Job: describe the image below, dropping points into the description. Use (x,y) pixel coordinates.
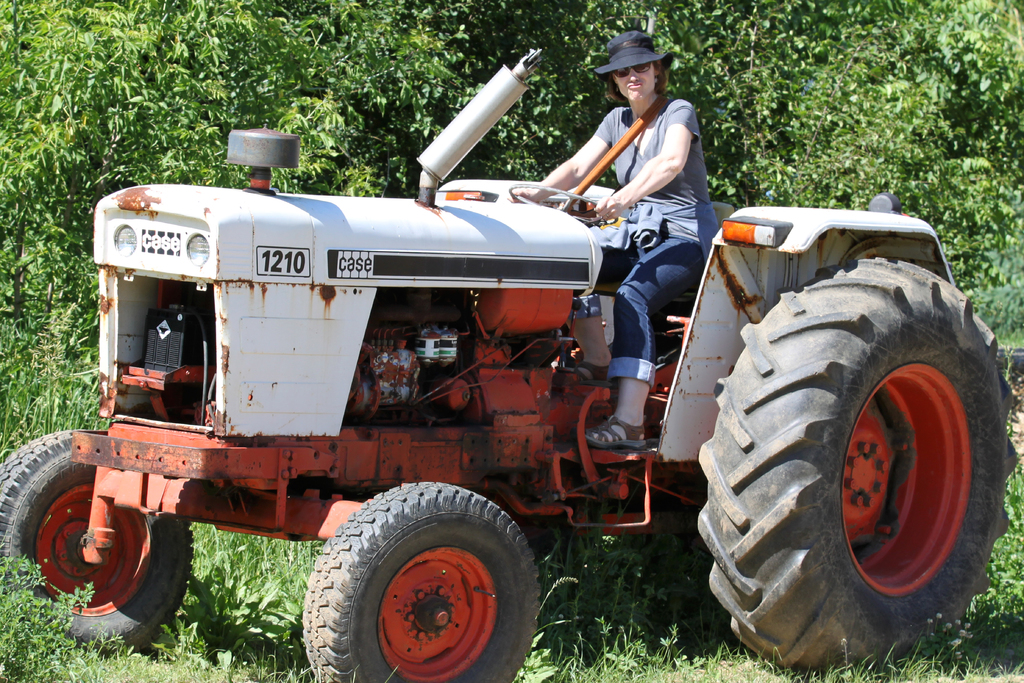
A person (705,234) is sitting on the tractor (667,341), this person (681,279) wore t-shirt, trouser (692,243) and a black color hat (673,57). There are trees (364,78) in this image.
